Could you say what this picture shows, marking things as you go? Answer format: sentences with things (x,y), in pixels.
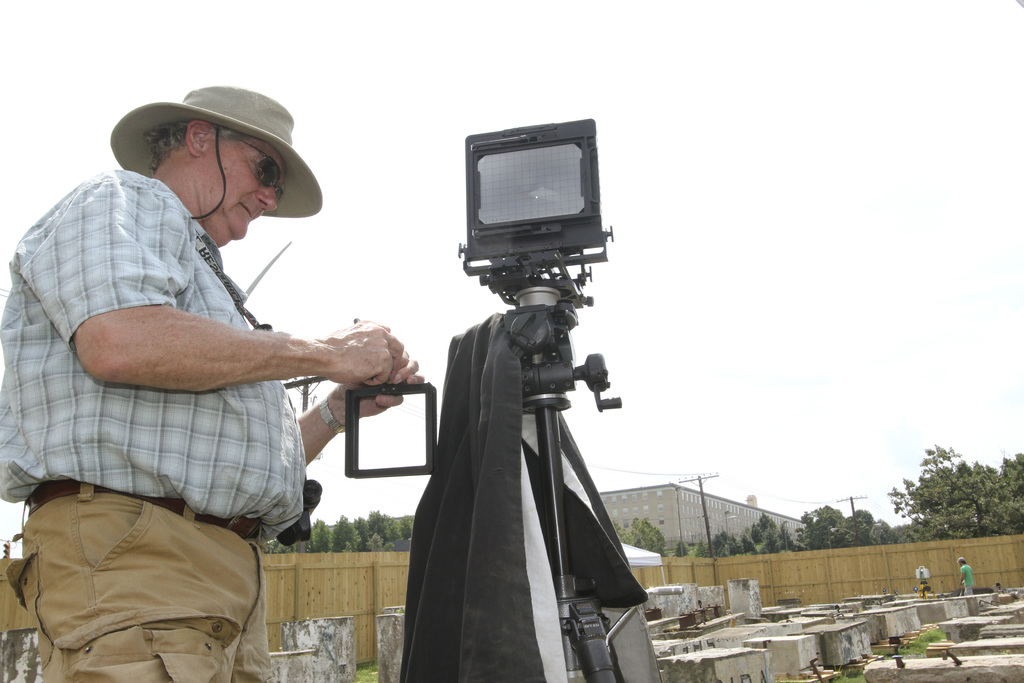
In this image we can see a person (168,218) wearing goggles (264,178) and a hat (226,113). Near to him there is a stand (535,417) with some device (525,245). Also there is a cloth (521,540). In the background (355,579) there is a wooden fencing (371,580). Also we can see slabs (745,618). And there are trees (909,493), electric poles (705,518). And there is building (694,500) and there is sky (370,152).
